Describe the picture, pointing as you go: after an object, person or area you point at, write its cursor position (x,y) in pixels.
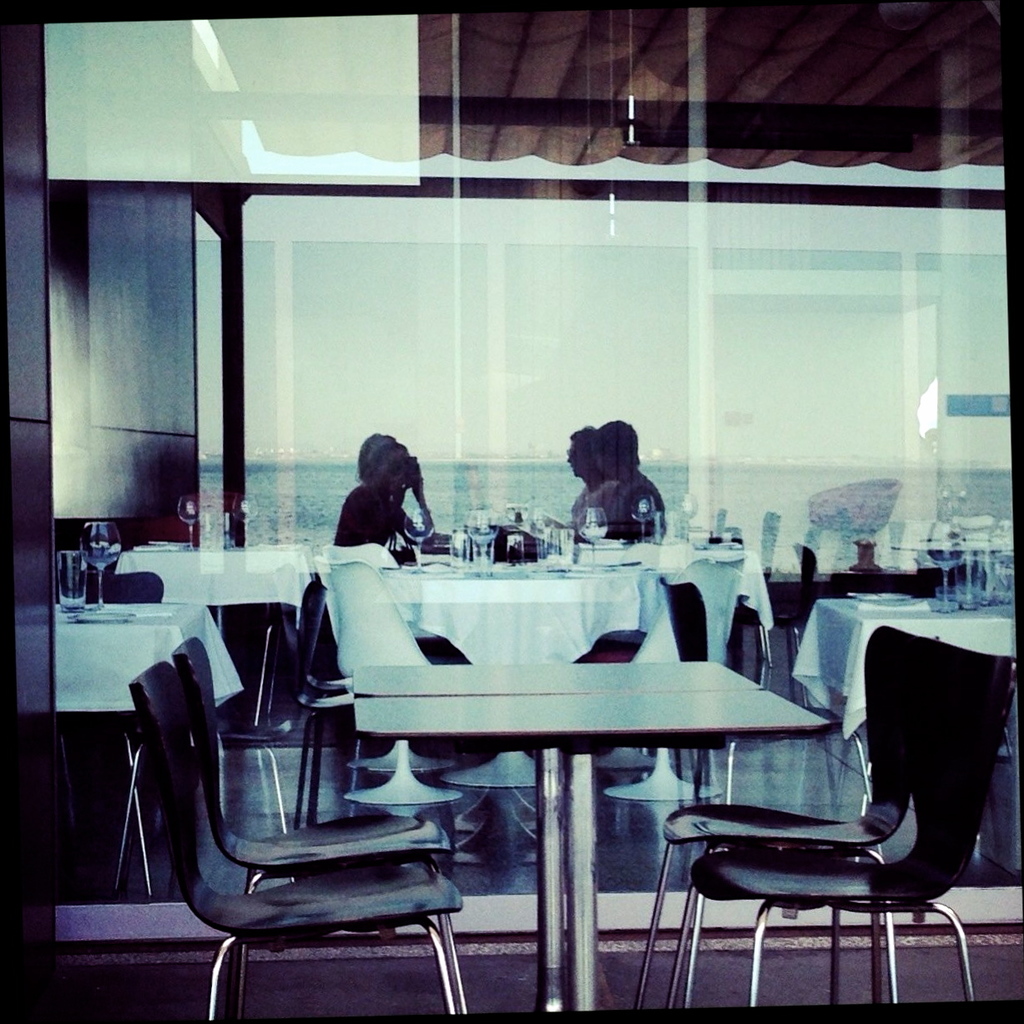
There are many tables (474,712) and chairs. In the back (574,464) three persons (588,475) are sitting. On the table (1005,639) there are glasses (513,541). In the background (478,347) there is a glass wall (633,362).
